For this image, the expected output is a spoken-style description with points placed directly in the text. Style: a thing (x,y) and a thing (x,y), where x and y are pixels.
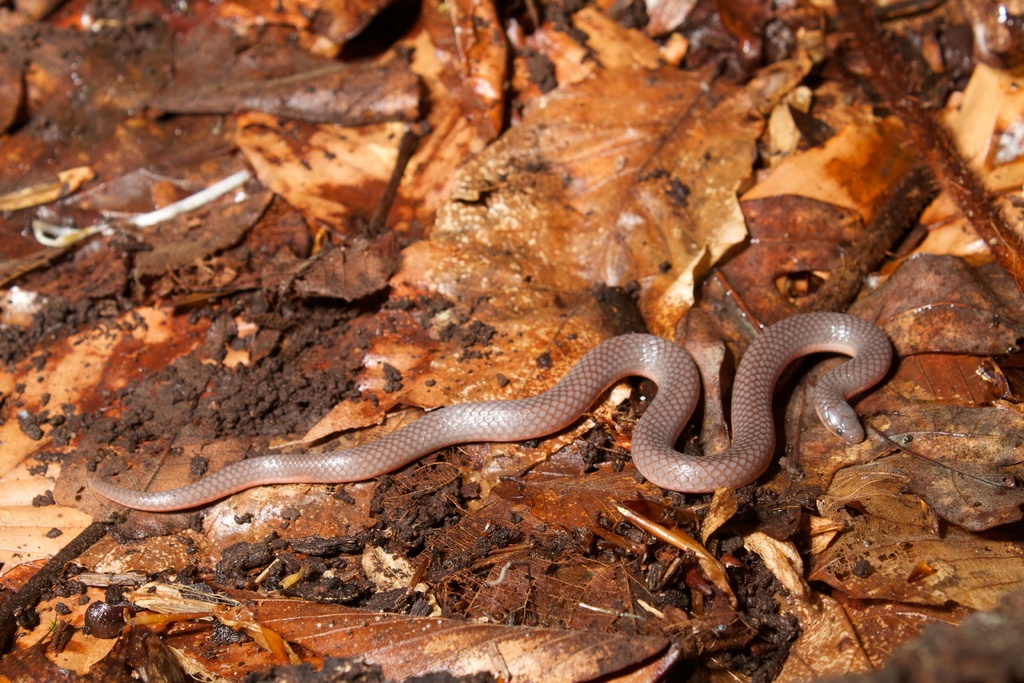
Here I can see a snake (857,377). Along with the snake (606,376) there are few leaves (339,286).
